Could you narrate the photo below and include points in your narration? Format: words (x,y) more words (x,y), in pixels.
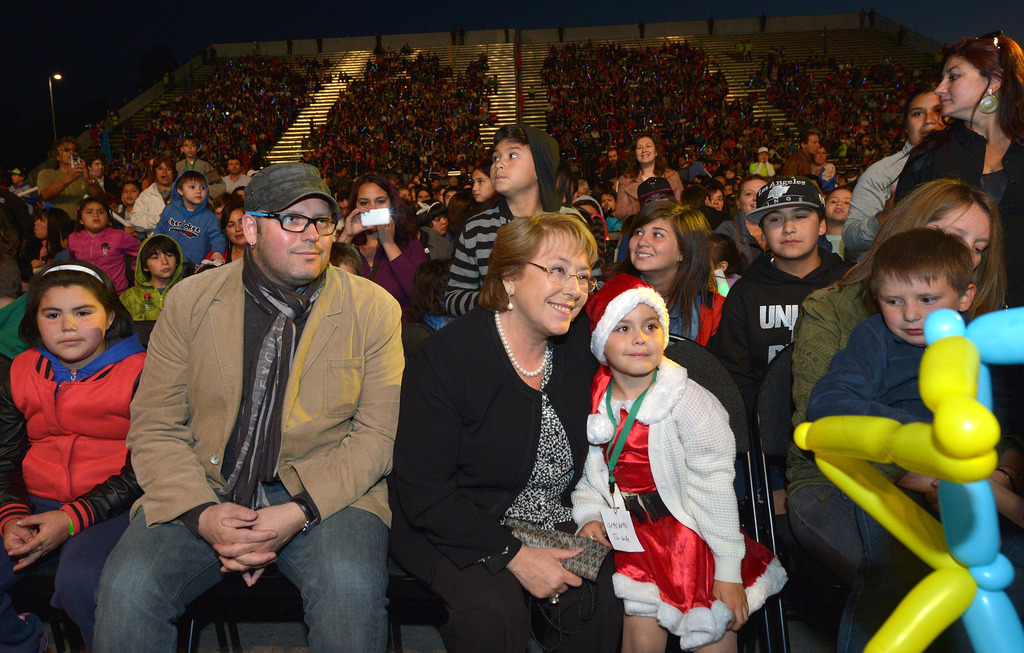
In the center of the image (670,221) there are people (428,570) sitting on chairs (395,587). In the background of the image (666,45) there are people (230,65) sitting in stands (573,43).
